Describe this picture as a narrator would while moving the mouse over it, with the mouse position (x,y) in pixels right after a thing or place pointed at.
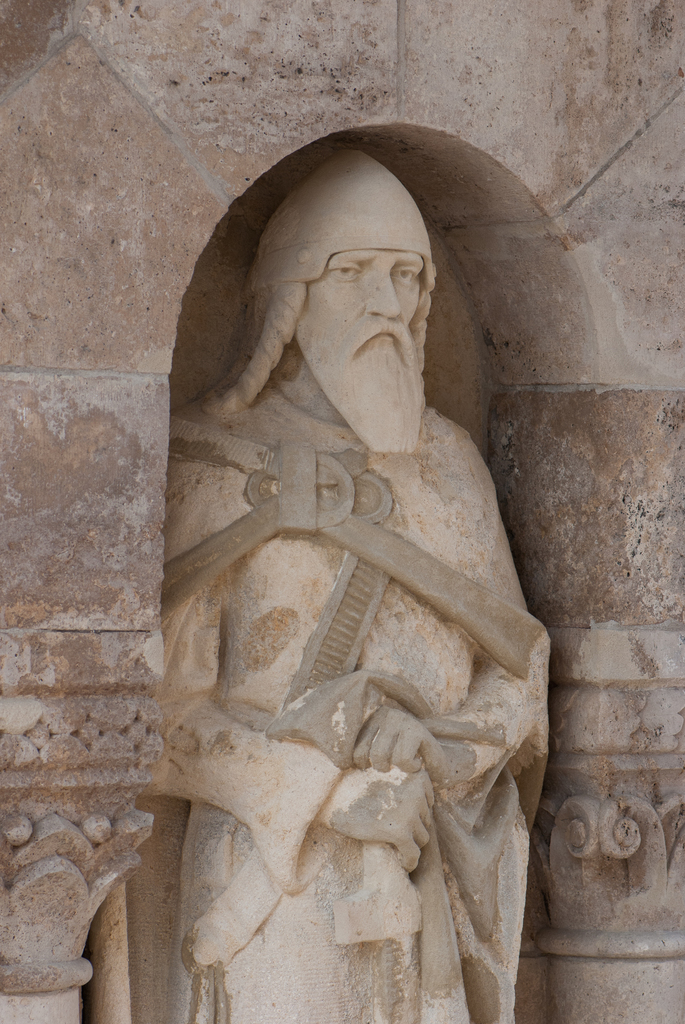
In this image I can see a statue of a man (546,668).
